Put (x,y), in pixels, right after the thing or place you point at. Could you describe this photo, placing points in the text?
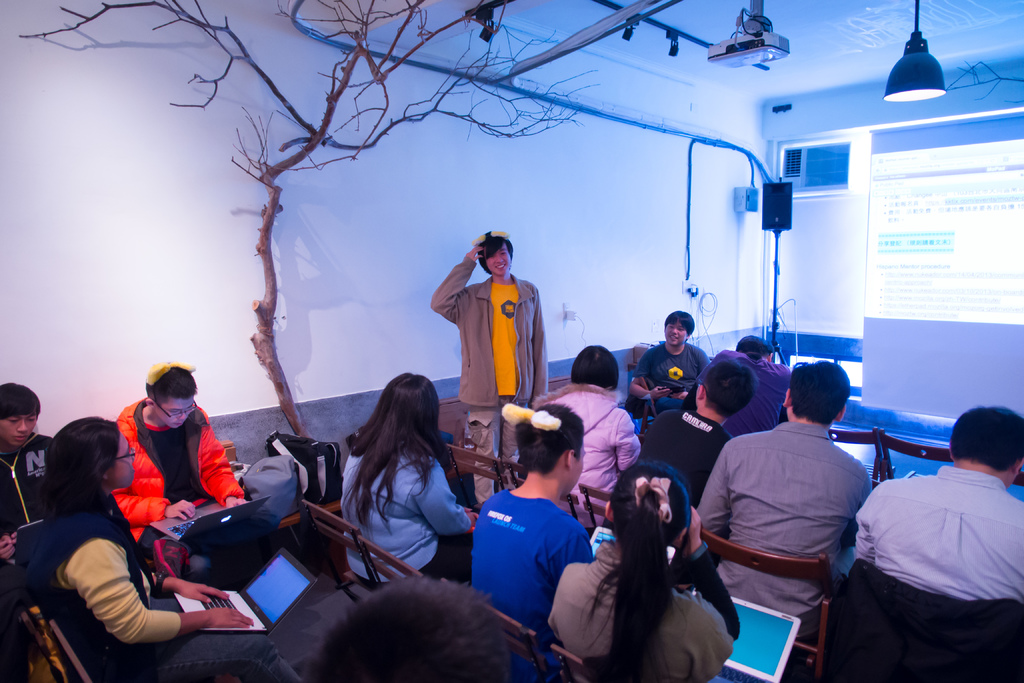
As we can see in the image there is a white color wall (462,188), tree (363,105), projector (726,55), light (919,75), screen (942,210) and group of people (165,659) sitting on chairs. Few of them are holding laptops (776,634).
